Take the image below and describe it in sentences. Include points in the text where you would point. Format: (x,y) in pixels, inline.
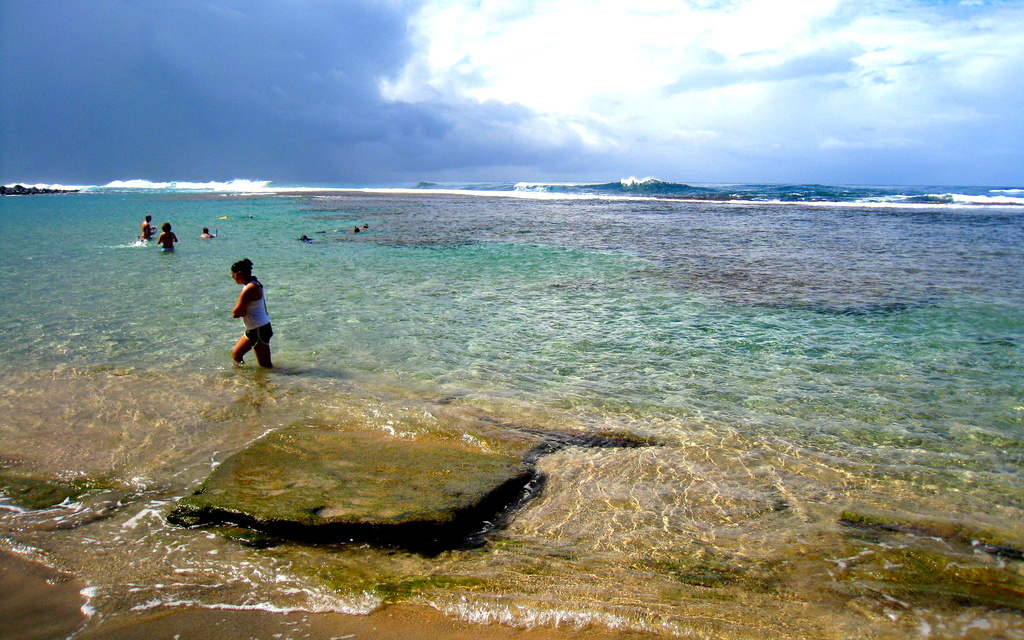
In this image we can see few people (258,305) in the water (260,272) and the sky (275,78) with clouds (531,94) in the background (245,120).
